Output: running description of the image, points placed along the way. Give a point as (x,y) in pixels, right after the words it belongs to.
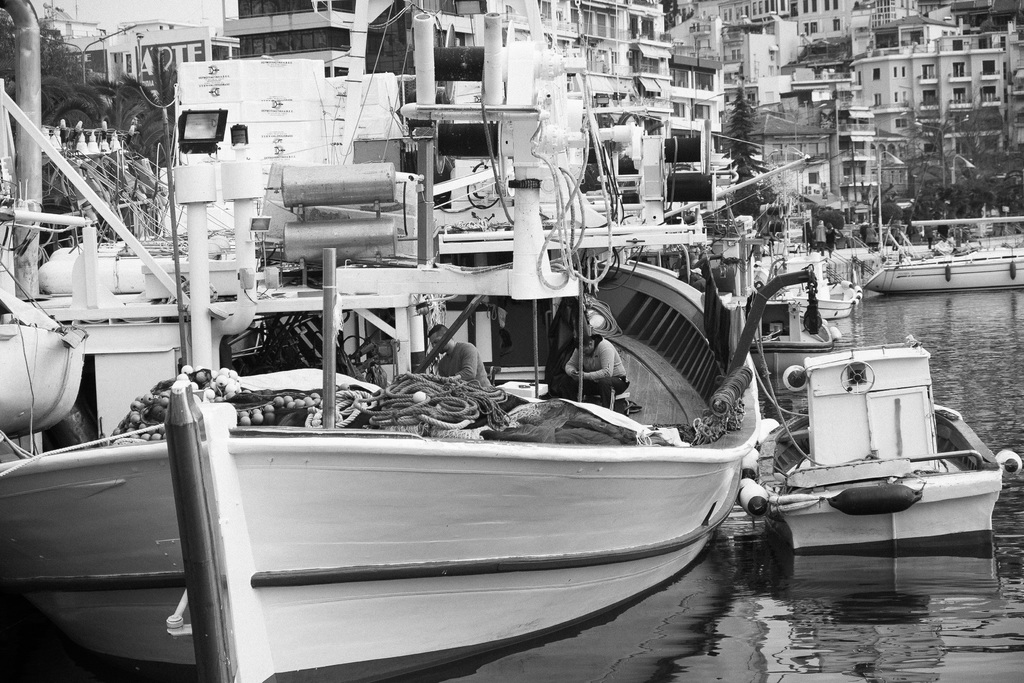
In this image there are buildings (756,92) truncated towards the top of the image (580,82), there are buildings (898,62) truncated towards the right of the image (1009,147), there are trees (981,178) truncated towards the right of the image (995,190), there are trees (97,93) truncated towards the left of the image (45,81), there is a pole (27,170) truncated towards the top of the image (23,75), there are boats (394,450), there is light (195,116), there are objects (359,381) in the boat (333,369), there are persons (435,346) in the boat (528,340), there is water (937,371) truncated towards the right of the image (972,327), there is boat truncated towards the left of the image (154,593).
